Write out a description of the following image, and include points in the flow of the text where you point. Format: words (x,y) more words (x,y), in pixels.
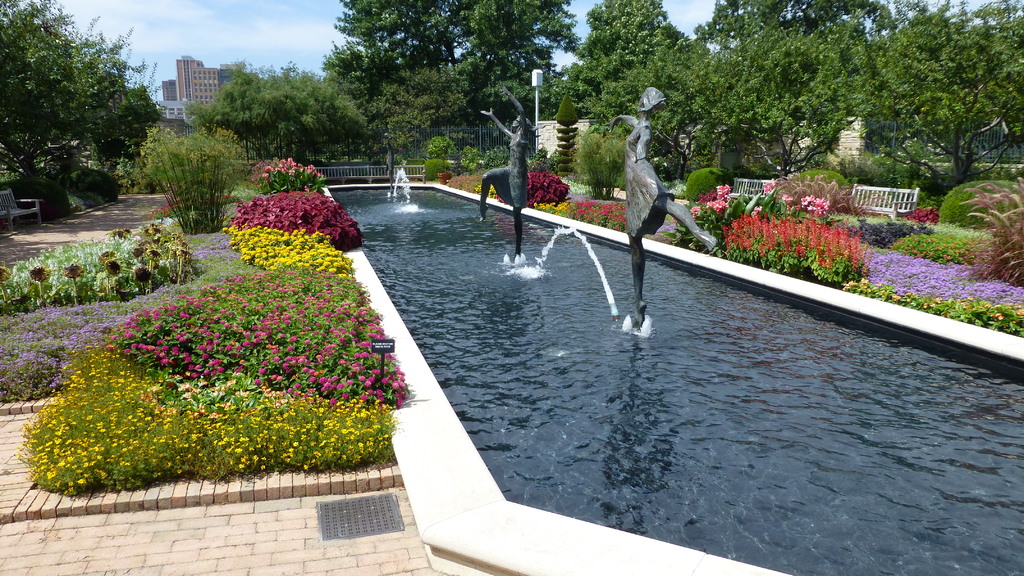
This is the picture of a garden (681,125). In the middle of the garden (639,314) fountain (676,426) is present and so many plants (245,344) of different flowers (304,244) is there. Behind trees (589,90) are present and buildings (196,87) are there,
